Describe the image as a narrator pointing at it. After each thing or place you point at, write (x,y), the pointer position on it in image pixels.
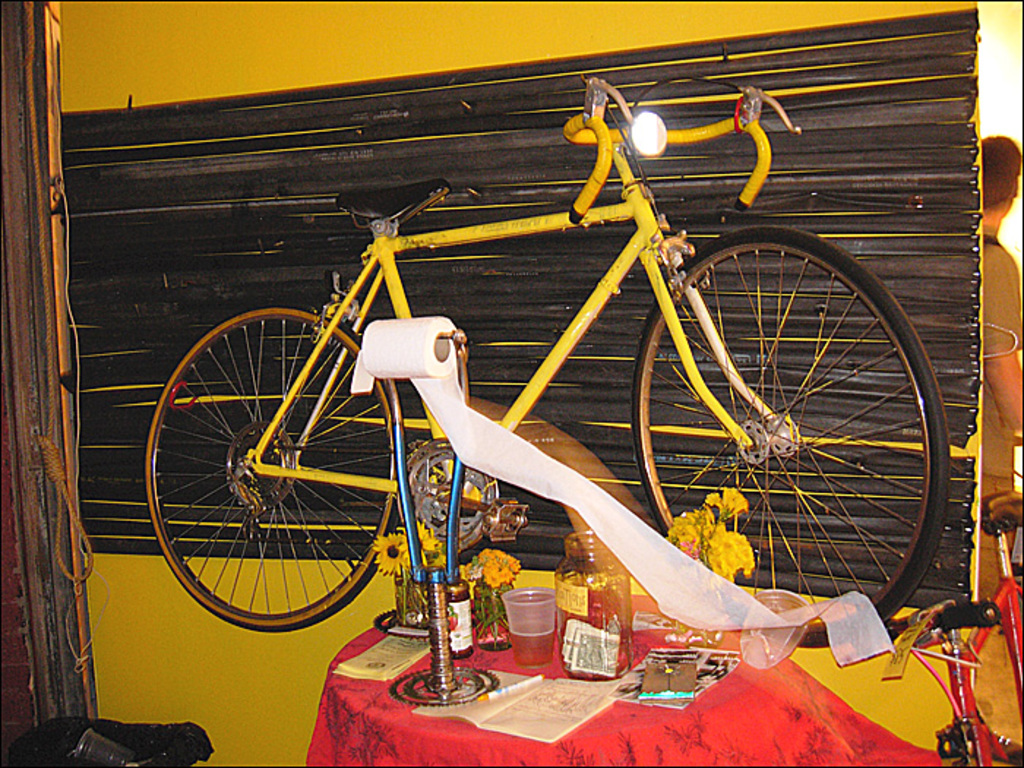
In this image there is a bicycle (531,229) attached to the wall (483,248). Right bottom there is a table (693,711) having a stand (431,678), flower vases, glass (519,635), jar (580,637), book (557,683) and few objects (602,636) on it. A paper roll (423,356) is on the stand (443,574). The glass (529,606) is filled with drink (541,646). Right side (1006,756) there is a bicycle (1017,666). Behind there is a person (1013,367) standing. Left bottom there is a table (131,749) having a glass (108,747). Behind there is a rope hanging from the wall (31,575).
